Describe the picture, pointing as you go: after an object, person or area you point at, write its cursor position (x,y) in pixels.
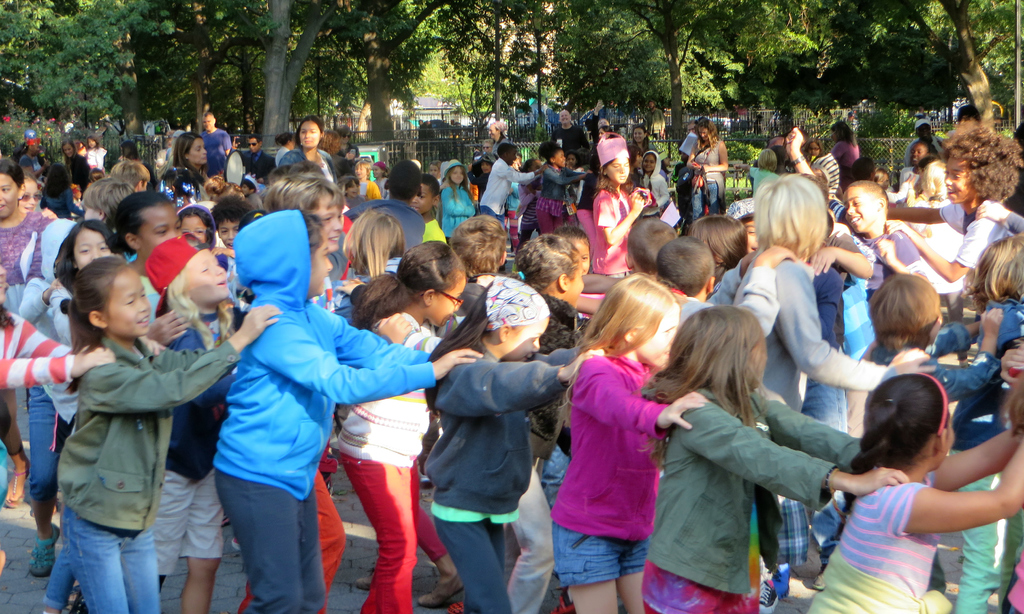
In the picture we can see many children (813,340) are playing on the road (811,600). In the background (1003,101), we can see the fence (892,157), plants (49,148) and trees (12,66).
